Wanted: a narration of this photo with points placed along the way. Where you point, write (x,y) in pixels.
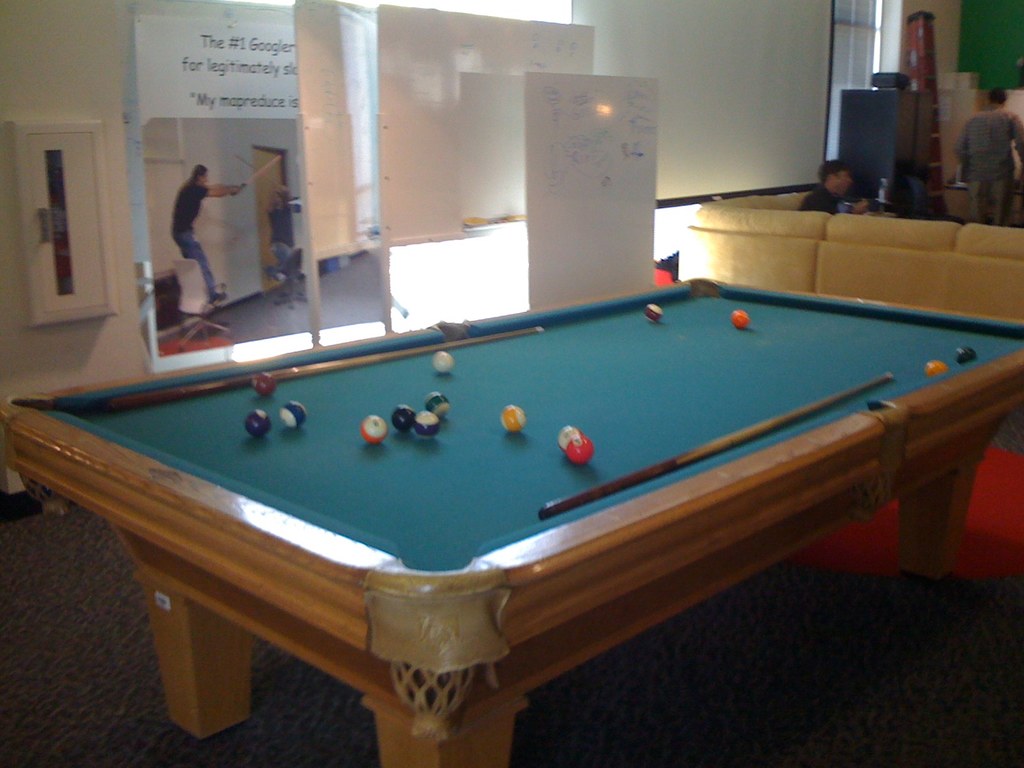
In this image there is a billiard board (723,295) having a colourful balls (424,413) on it and having two sticks (308,373) on it. There is a sofa (789,212) on right side of image (858,243). A person (848,205) is sitting in the sofa (832,217). Right side (988,182) a person (990,161) is standing beside there is a ladder (931,81) and cupboard (893,134). On top of the image (732,102) there is a screen (757,123), beside to it there are three boards (592,172). There is a poster (181,295) attached to the wall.
